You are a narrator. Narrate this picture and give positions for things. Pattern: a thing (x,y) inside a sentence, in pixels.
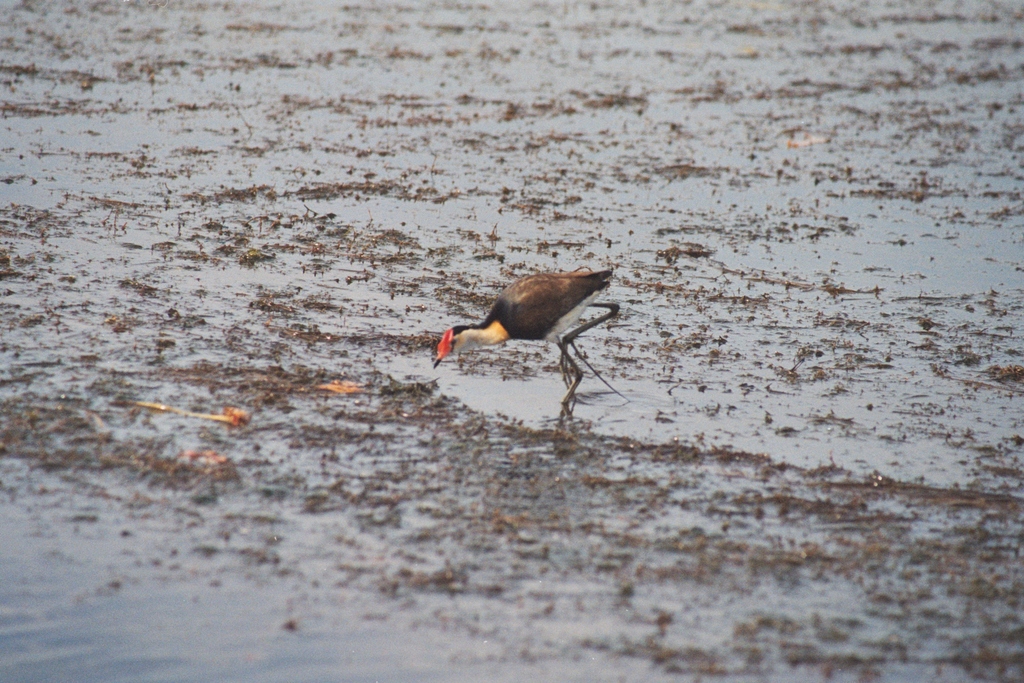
In this image we can see a bird (575,292) standing in the water (499,387).
